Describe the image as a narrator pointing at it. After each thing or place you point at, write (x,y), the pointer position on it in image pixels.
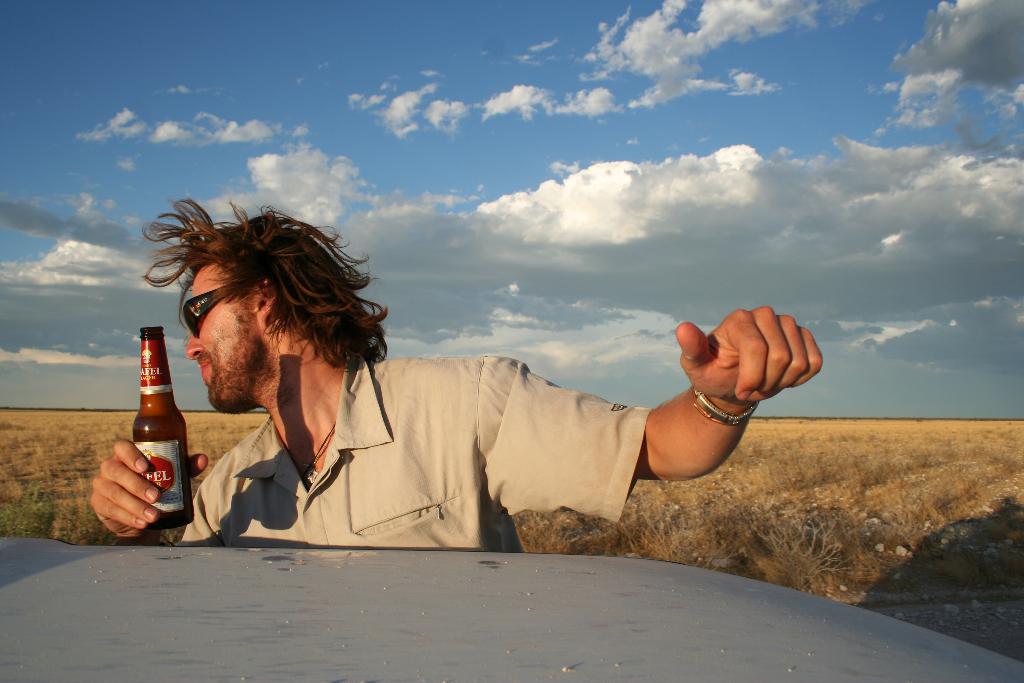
In the center of the image (439,405) we can see a man (312,539) standing and holding a bottle (153,329). At the bottom (134,551) there is a vehicle (468,639). In the background (743,537) there is grass (80,489) and sky (506,155).
